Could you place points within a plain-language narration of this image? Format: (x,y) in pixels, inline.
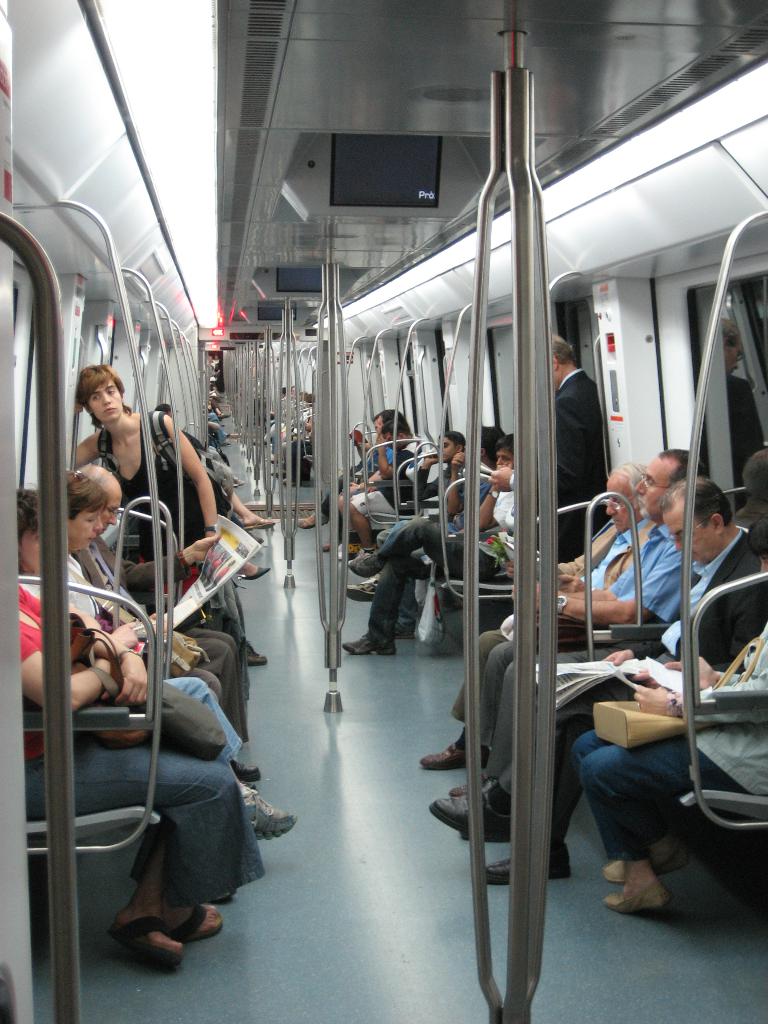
This image is clicked inside a train (351,837). There are people (502,494) sitting on chairs (122,722). There are a few people (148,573) standing. A few people (177,577) are reading newspapers (225,567) and books (658,679). There are windows (749,372) to the wall (623,375). In the center (335,374) there are metal rods (319,427). There are lights (168,131) to the ceiling (168,173). There are display screens (353,180) to the ceiling (269,321).
